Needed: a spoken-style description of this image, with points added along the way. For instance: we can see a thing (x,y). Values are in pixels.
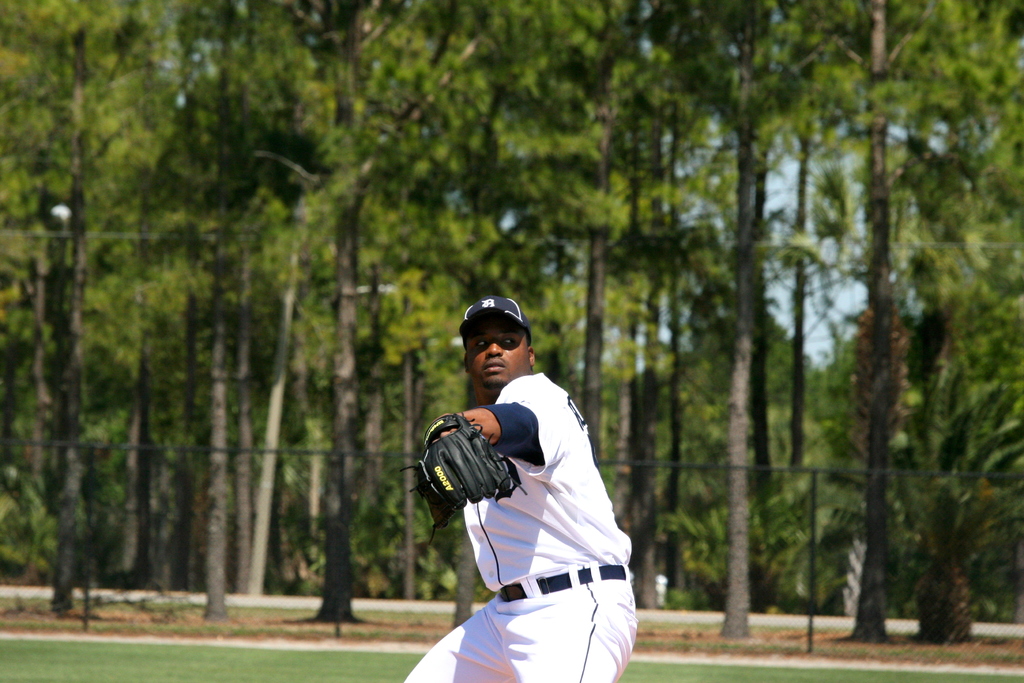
In the center of the image (481,404) a man (519,491) is standing and wearing a glove (475,430) and hat (500,319). In the background of the image (560,281) we can see trees (581,263), mesh (791,488) are present. At the bottom of the image (275,659) ground (294,654) is there. At the top of the image (791,174) sky (775,176) is present.
